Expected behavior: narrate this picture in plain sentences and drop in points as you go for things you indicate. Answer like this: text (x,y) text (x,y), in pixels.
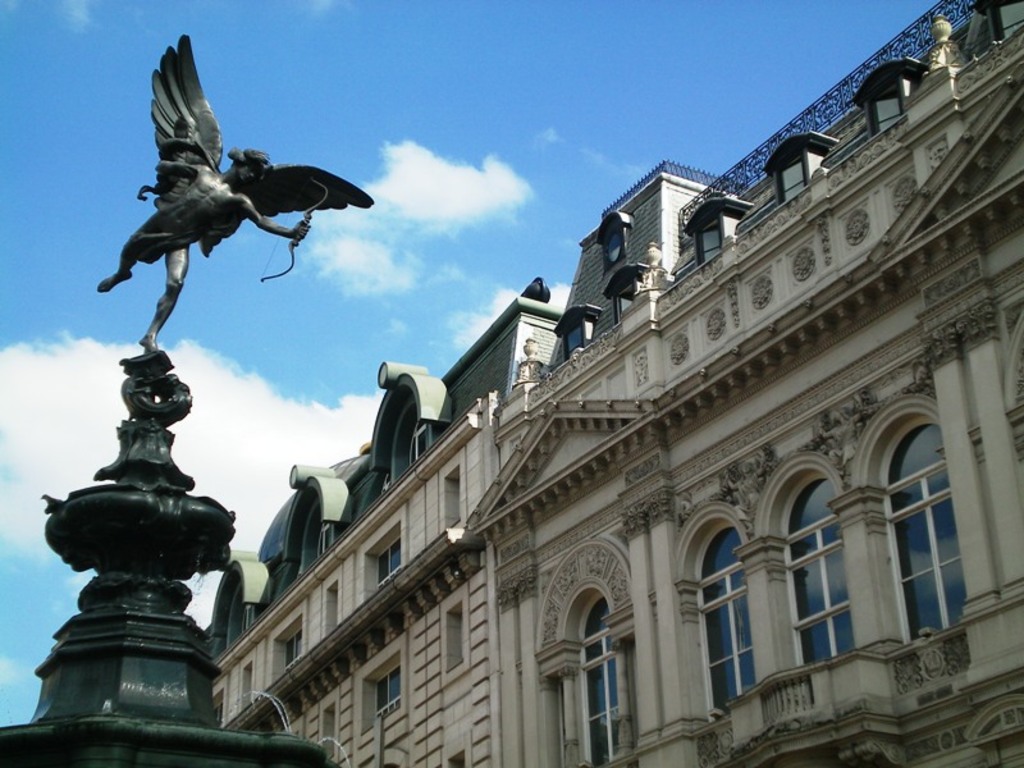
In this image we can see sculpture (224,219) of a human being (171,268) who has wings (293,187) holding bow (292,237) in his hands (306,232) and on right side of the image (726,426) there is building (718,268), top of the image (370,153) there is cloudy sky (440,198).
